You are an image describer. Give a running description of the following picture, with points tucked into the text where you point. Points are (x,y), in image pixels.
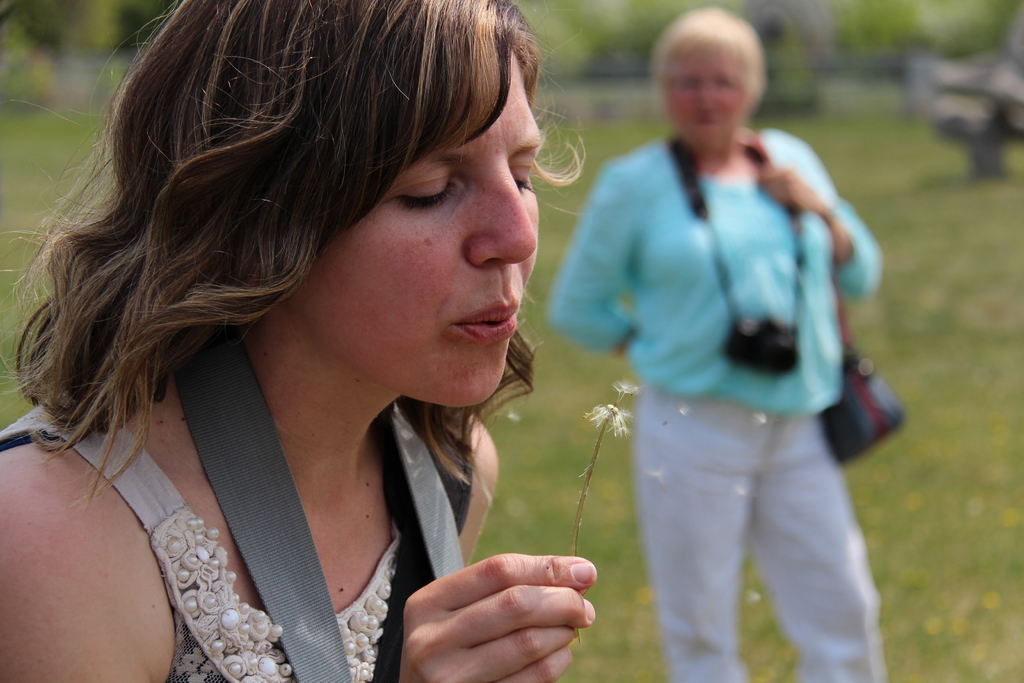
In this picture we can observe a woman (154,462), holding a flower (619,387) in her hand (453,644). She is blowing a flower (592,415). We can observe another woman (679,287) on the right side (754,398). She is wearing blue color T shirt (693,303) and a camera (754,346) in her neck (737,165). We can observe some grass (938,323) on the ground (945,234). In the background (894,33) there are trees (874,35).
